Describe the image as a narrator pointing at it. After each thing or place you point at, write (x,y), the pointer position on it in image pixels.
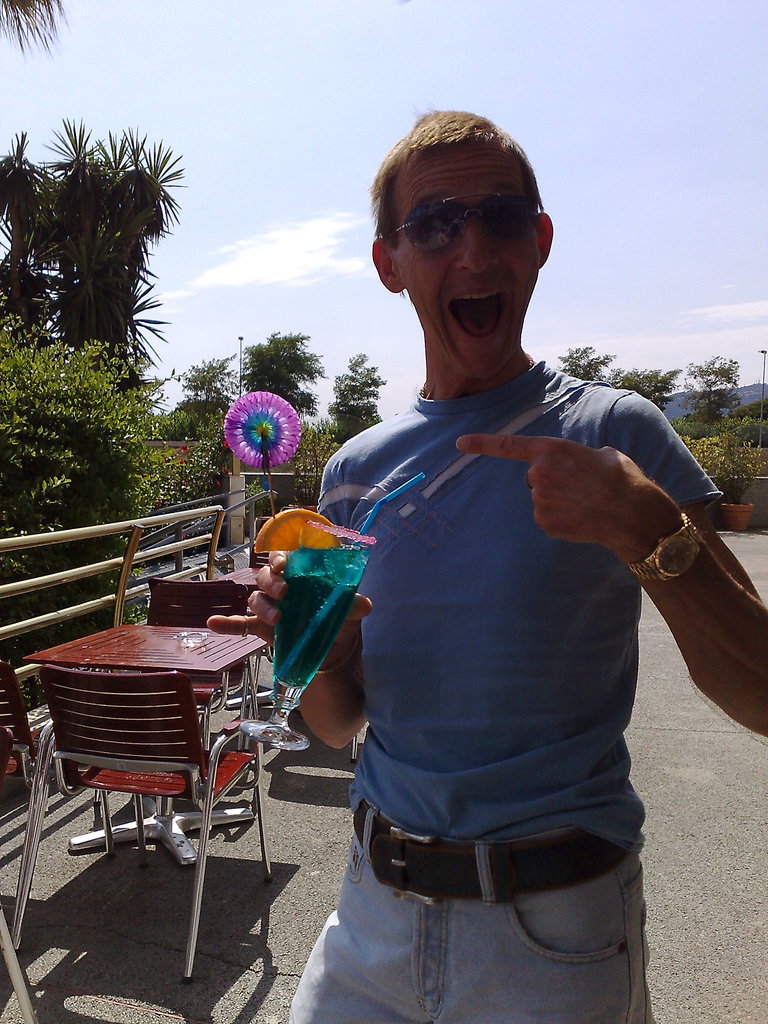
In this image, I can see the man (492,763) standing and holding a glass of liquid (280,659). On the left side of the image (131,711), there is a table (140,667) and chairs (147,691). In the background (85,364), I can see the trees (343,383) and the sky (263,118).
